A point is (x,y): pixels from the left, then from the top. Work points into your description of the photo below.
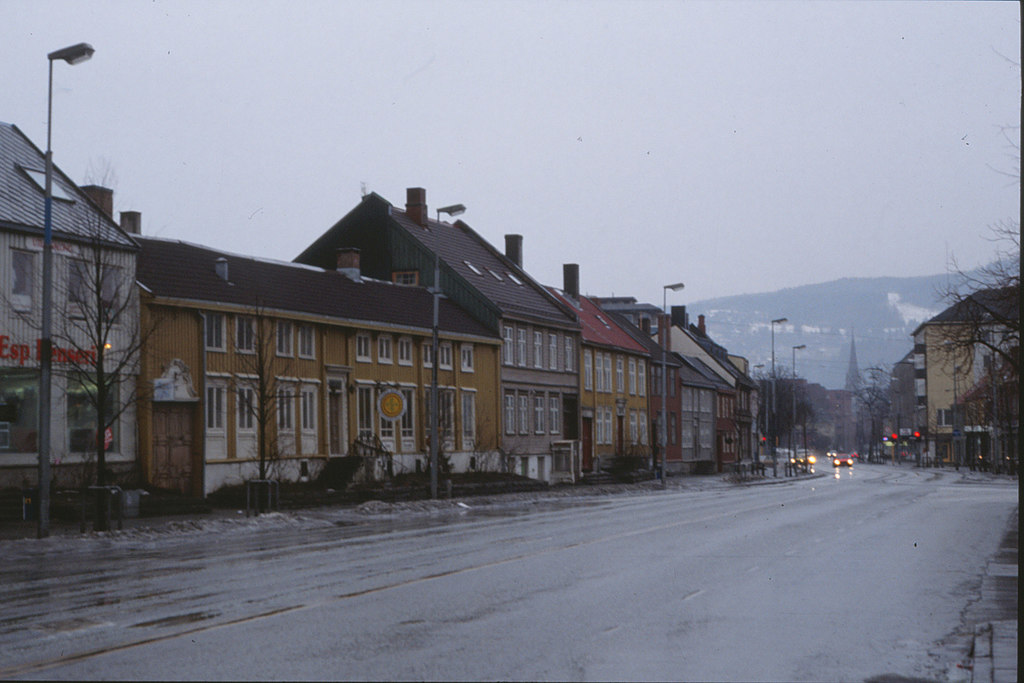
In the center of the image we can see vehicles (807,452) on the road (702,535). On the right side of the image (873,417) we can see trees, traffic signals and buildings (945,401). On The left side of the image (51,388) we can see trees (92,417), street lights (795,420) and buildings (632,425). In the background (817,337) we can see hill (830,320) and sky (776,225).
